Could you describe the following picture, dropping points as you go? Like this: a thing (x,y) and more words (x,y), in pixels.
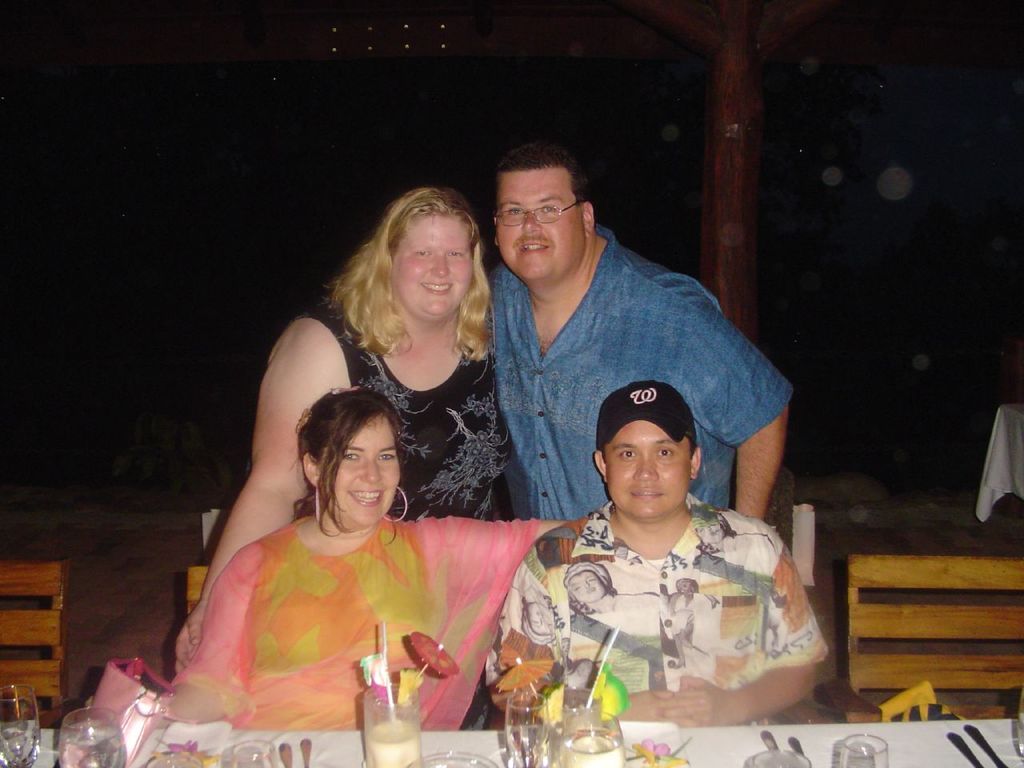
In the center of the image (646,451) there are two people (251,662) sitting on chairs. Behind them there are two persons (534,174) standing. At the bottom of the image (698,741) there is a table (335,739) on which there are glasses (847,760), spoons (957,749) and other objects (143,712). In the background of the image (222,130) it is dark. To the right side of the image (864,626) there is a chair (876,688). There is a white color cloth (993,473). To the left side of the image (49,590) there is another chair (16,569).
